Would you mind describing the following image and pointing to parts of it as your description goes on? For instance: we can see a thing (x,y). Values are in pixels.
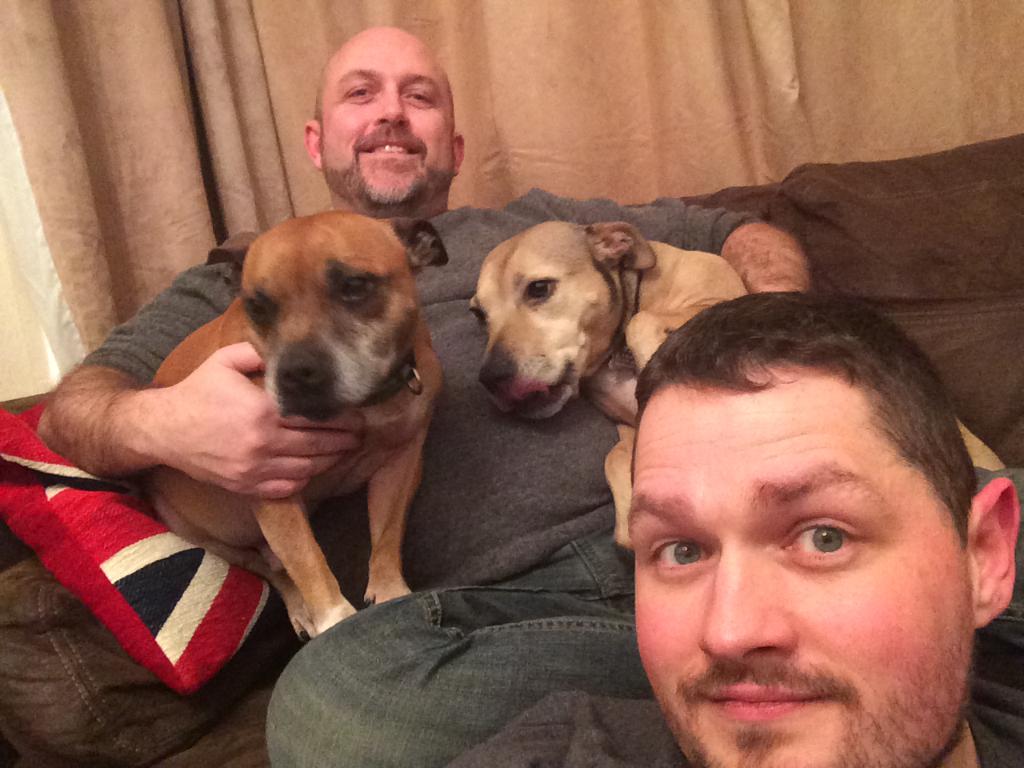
The picture is from inside house (496,613), there are two men (517,583) one person (496,613) is sitting on the sofa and the other person (834,460) is sitting down, the person (461,425) who is sitting on the sofa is holding two dogs (412,280) in his two hands (206,383) he is smiling, in the background (718,118) there is cream color curtain (683,68).
